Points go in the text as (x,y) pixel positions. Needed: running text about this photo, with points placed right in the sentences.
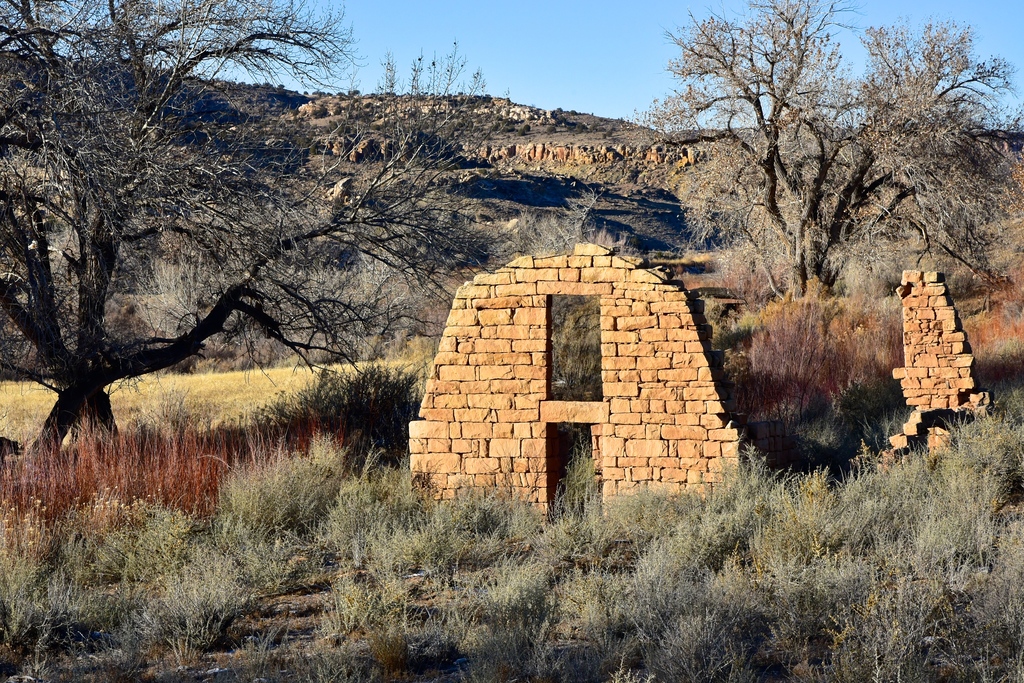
In this picture we can see grass (132,606), wall (495,485), bricks (925,393) and trees (940,122). In the background of the image (350,114) we can see hill (357,101) and sky (562,57).
